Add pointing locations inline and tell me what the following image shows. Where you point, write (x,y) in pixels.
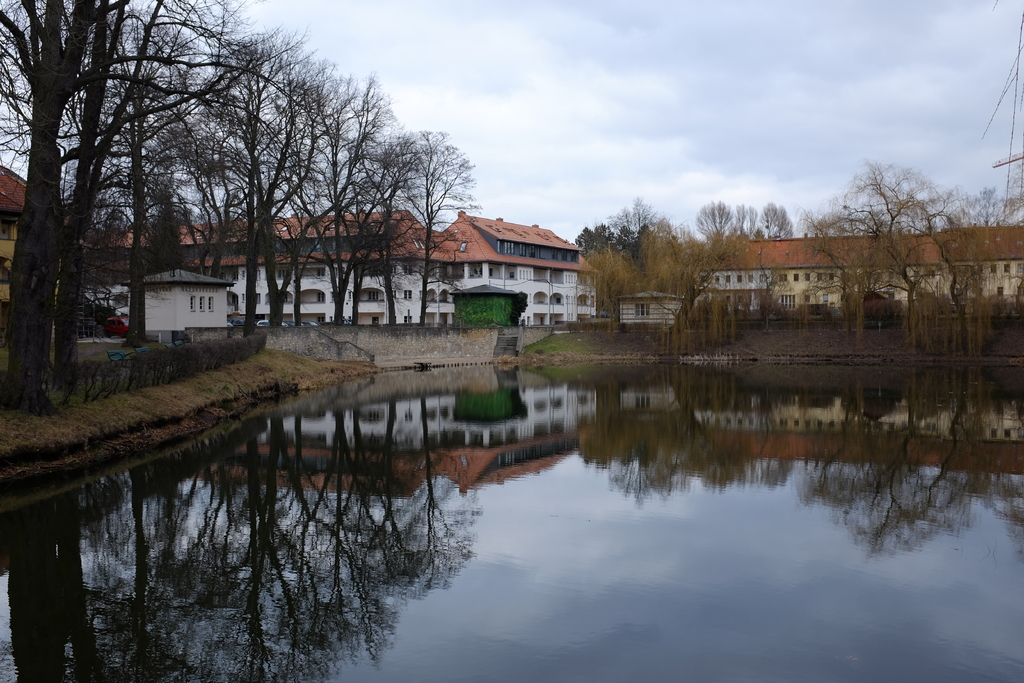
In the image we can see there is a water (556,513). Behind there are buildings (260,269) and trees (149,185). There is reflection (467,484) of buildings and trees (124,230) seen in the water (989,432). There is a cloudy sky (691,106).
